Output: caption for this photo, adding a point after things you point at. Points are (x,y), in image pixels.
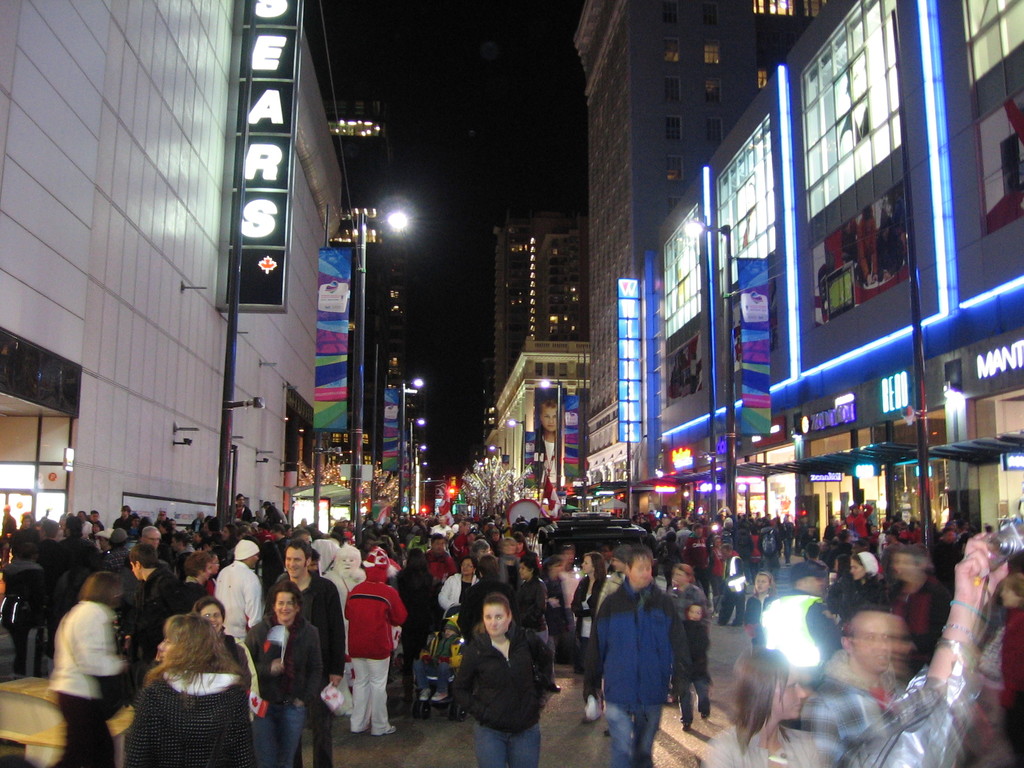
In this picture I can see many people (664,582) at the bottom (603,634), there are buildings (296,240) with lights (994,359) on either side. On the left side (280,156) I can see a board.
